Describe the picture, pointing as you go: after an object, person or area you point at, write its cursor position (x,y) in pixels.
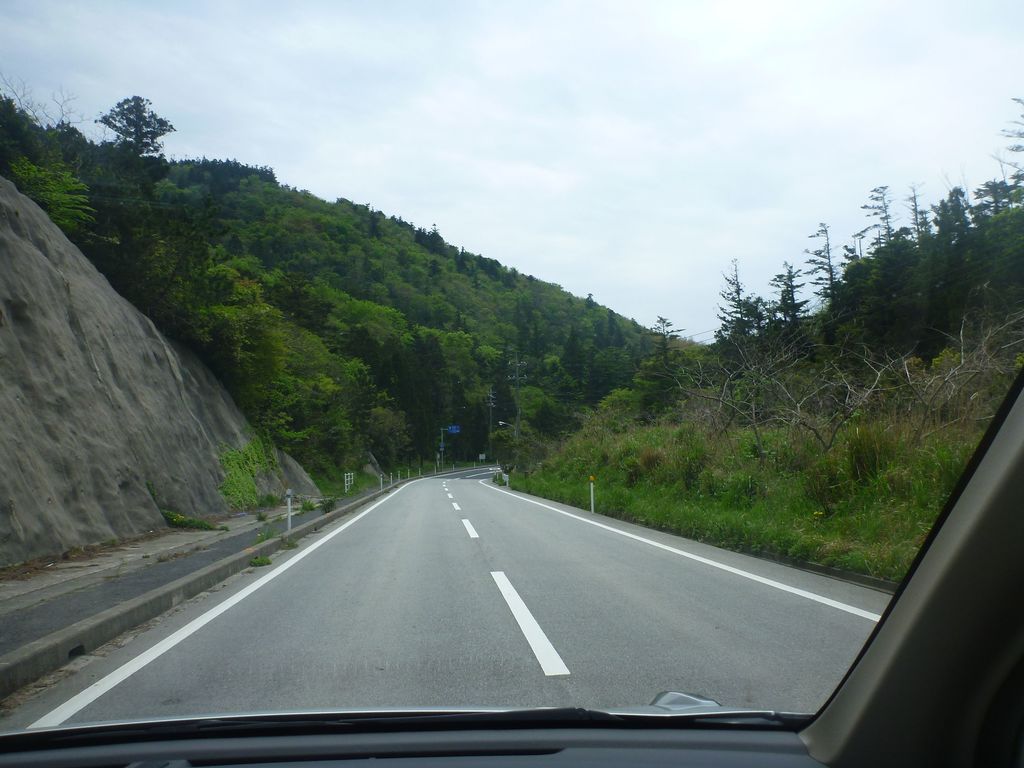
The picture is taken from a vehicle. On the right (855,354) there are trees (987,268) and plants (632,474). On the left (127,458) there is a rock (126,383). In the center of the picture (466,372) there are trees (362,328). In the center of the background there is a board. Sky (398,163) is cloudy.
